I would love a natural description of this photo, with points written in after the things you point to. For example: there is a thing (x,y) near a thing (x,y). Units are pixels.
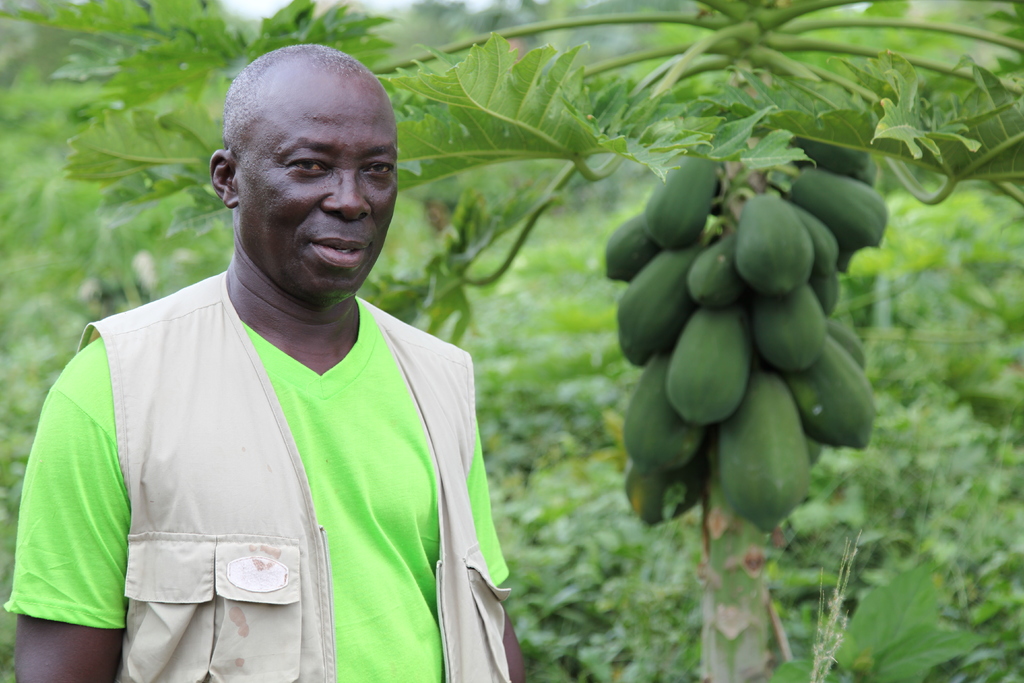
In this image I can see a man (266,299) on the left side (252,269). I can see he is wearing a green colour t-shirt (90,439) and a jacket (162,393). In the background (909,421) I can see number of trees (685,141) and number of fruits (700,327).
